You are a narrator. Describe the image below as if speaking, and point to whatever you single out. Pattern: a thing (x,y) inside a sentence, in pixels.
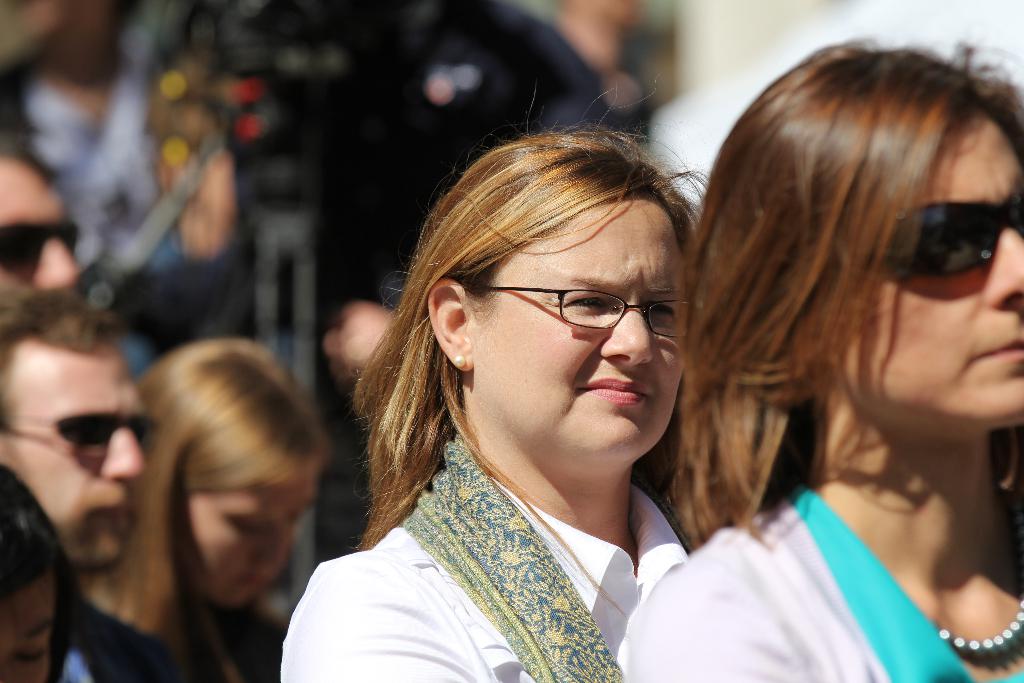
In this picture I can see few people (749,205) standing and looks like a camera (251,137) to the stand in the back (256,97).
